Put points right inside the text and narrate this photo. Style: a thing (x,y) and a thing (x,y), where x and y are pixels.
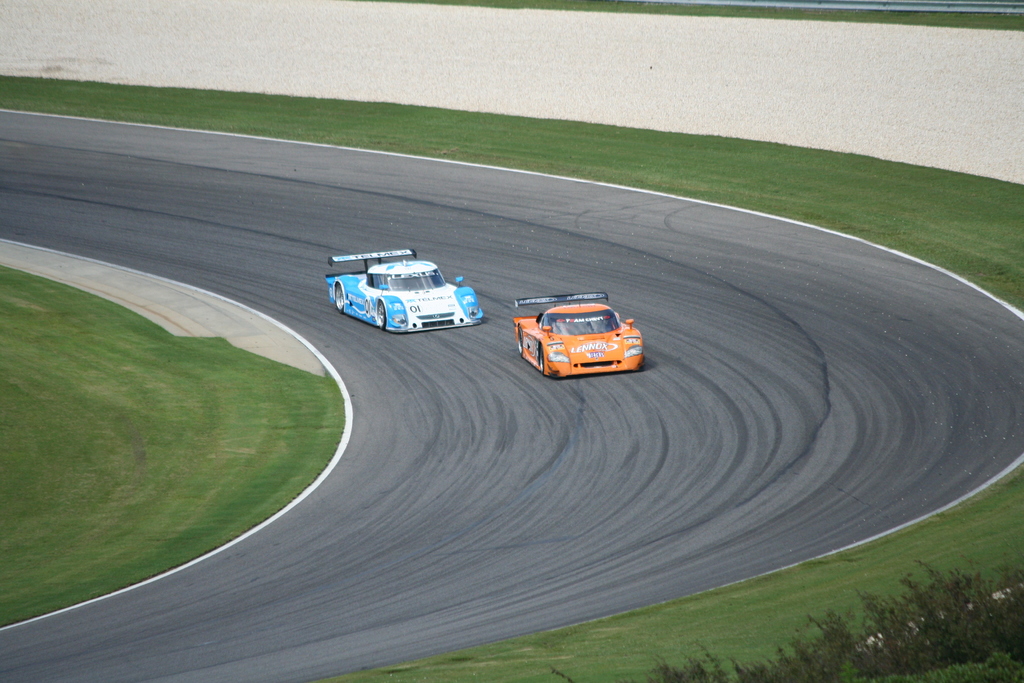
In this image we can see two vehicles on the road (351,489) and to either side of the road (668,223) we can see grass (56,415) on the ground (448,153). At the top (503,97) we can see path (503,97) and at the bottom (932,677) on the right side (1002,669) corner we can see plants (926,665) on the ground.
